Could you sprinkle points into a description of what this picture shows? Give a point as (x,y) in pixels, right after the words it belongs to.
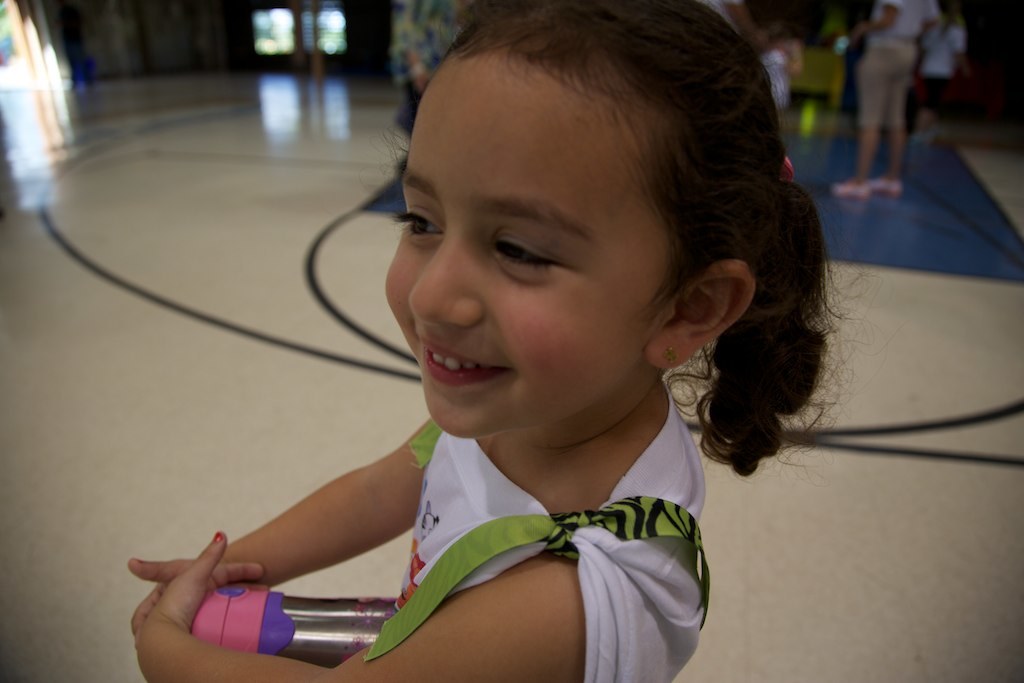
In the image in the center (584,384) we can see one kid (575,436) standing and holding some object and she is smiling, which we can see on her face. In the background (985,22) there is a wall (179,32), few people (872,73) standing and few other objects (806,68).
